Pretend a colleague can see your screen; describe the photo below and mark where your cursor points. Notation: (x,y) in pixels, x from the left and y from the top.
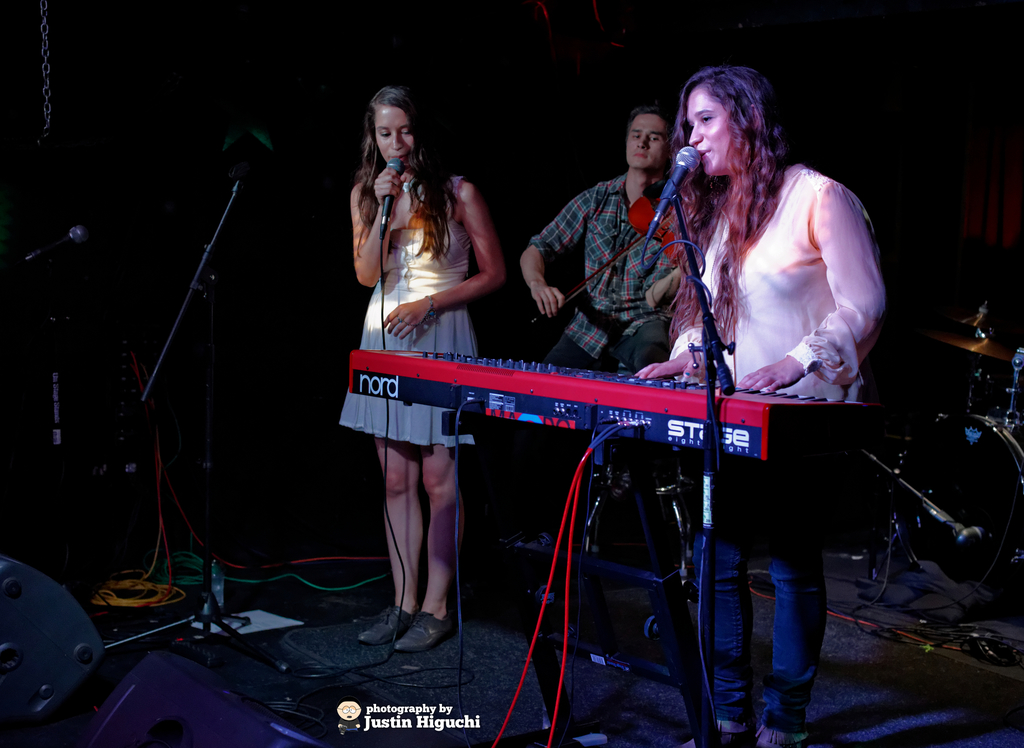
3 people (572,222) are present. 2 people (808,307) are singing. A person (615,290) is playing violin (654,236). The person (698,111) at the right (692,99) is playing keyboard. There are drums (1004,422) at the back (993,498).
